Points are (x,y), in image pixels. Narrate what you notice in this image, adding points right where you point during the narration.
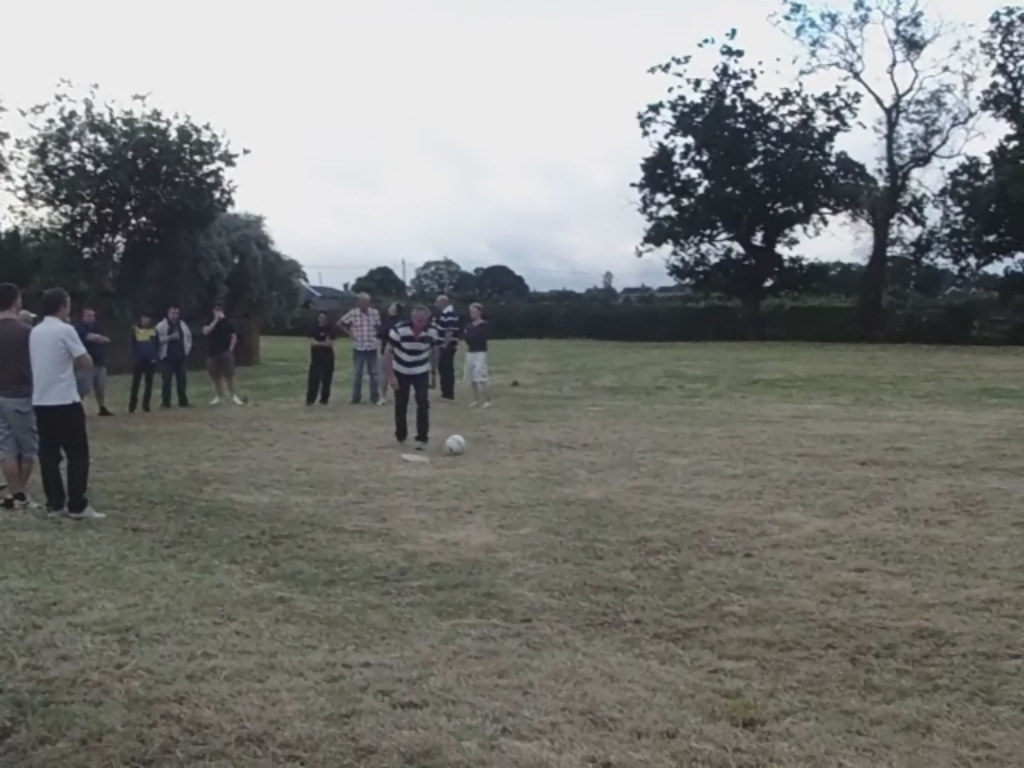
In this picture we can see some persons (433,343) playing football in the ground (492,442). Behind there are some trees (234,233).
